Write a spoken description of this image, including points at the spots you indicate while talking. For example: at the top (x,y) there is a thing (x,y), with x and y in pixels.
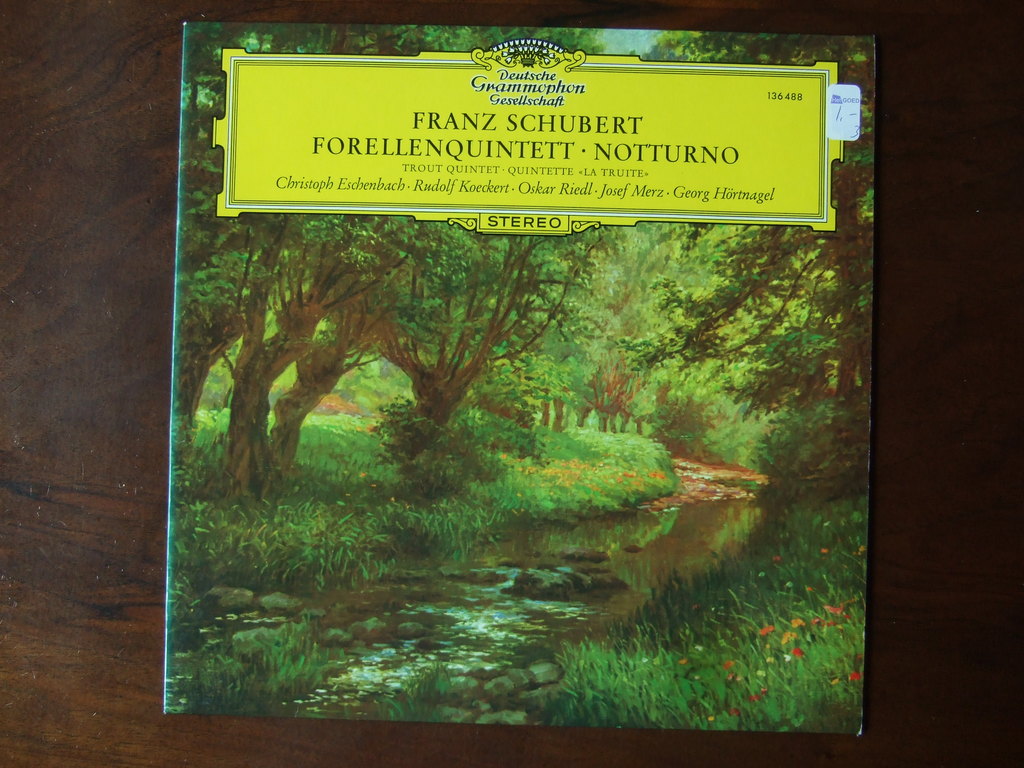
In this image we can see the poster (474,391) with the text (395,154), trees (602,269), grass (636,491), stones (498,684) and also the water (633,539) and flowers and the poster (255,212) is placed on the wooden surface (102,580).
